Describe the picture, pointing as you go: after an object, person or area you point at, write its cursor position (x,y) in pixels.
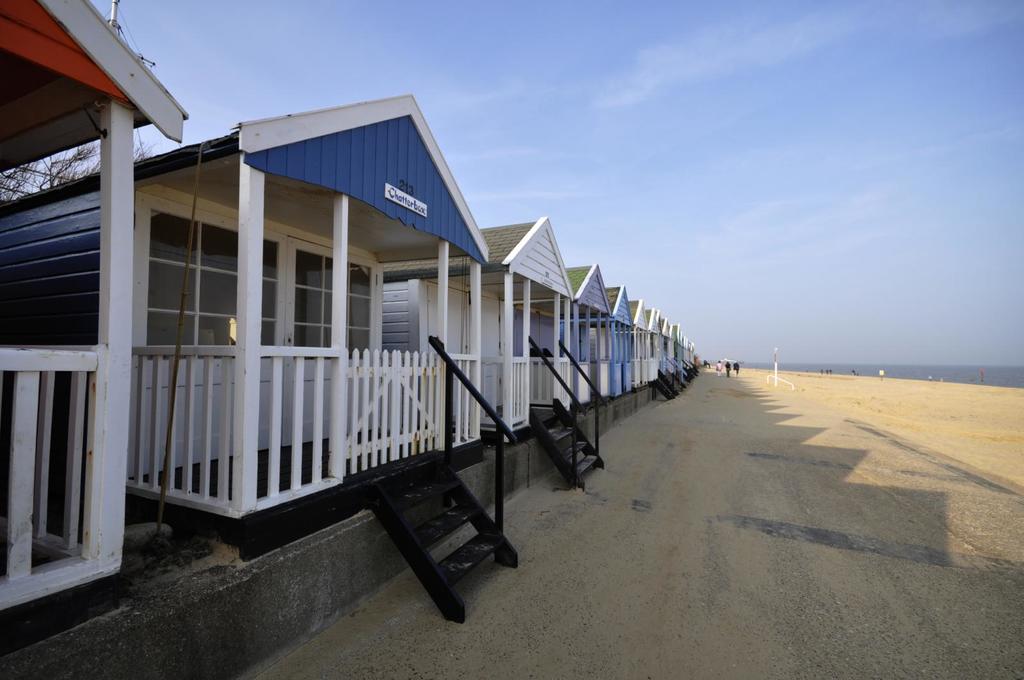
In this image there are houses (367,284) with name boards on it, staircases (655,388), group of people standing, sand (782,397), water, tree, sky (968,86).
